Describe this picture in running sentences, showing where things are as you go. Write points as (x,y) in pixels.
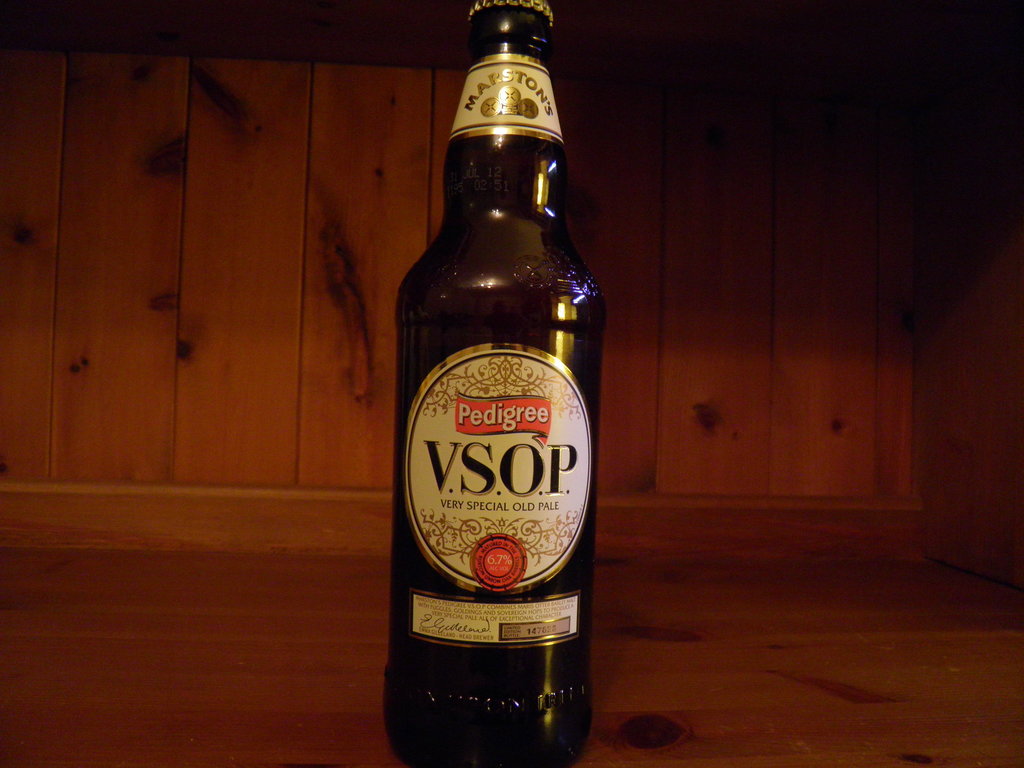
In the middle of the image (470,277), there is a bottle (486,48) on which, there are stickers (517,70) pasted. This bottle (476,361) is placed on a wooden surface (600,742). In the background (836,250), there is a wooden wall (391,147). And the background (42,154) is dark in color.
